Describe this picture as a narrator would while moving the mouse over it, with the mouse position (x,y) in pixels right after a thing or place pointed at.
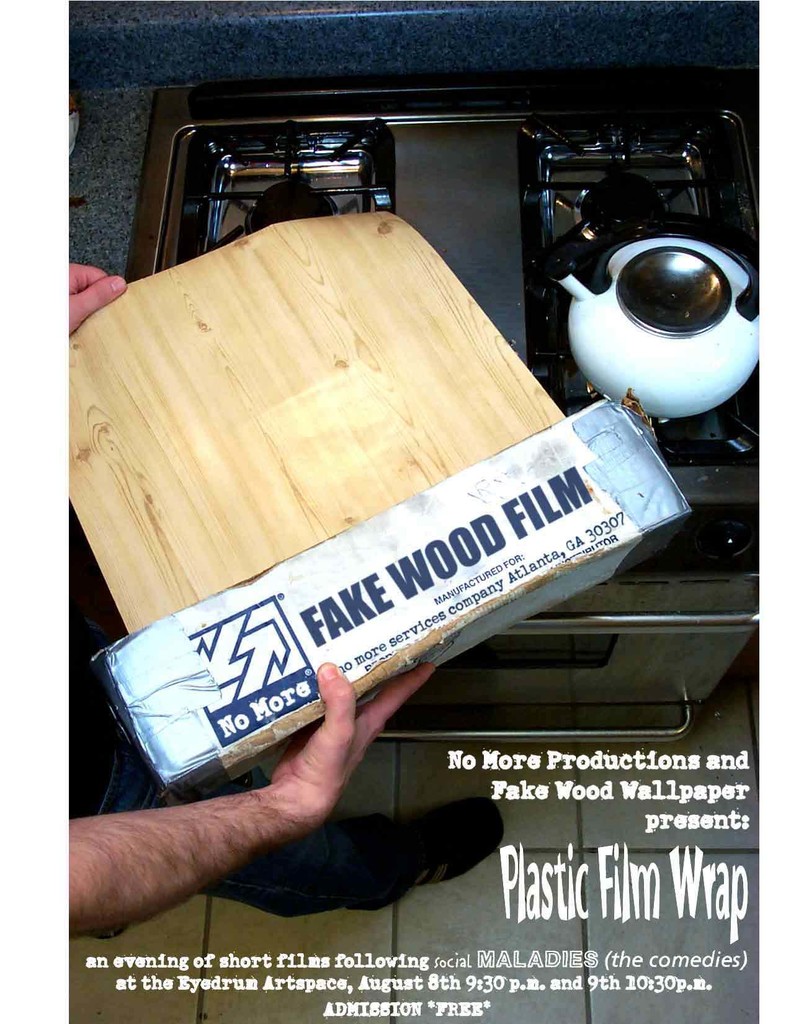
In this picture there are stove (634,192), teapot (616,365), a person (257,829) standing and a fake wood film (242,447). At the bottom (638,881) there is text (559,791).
